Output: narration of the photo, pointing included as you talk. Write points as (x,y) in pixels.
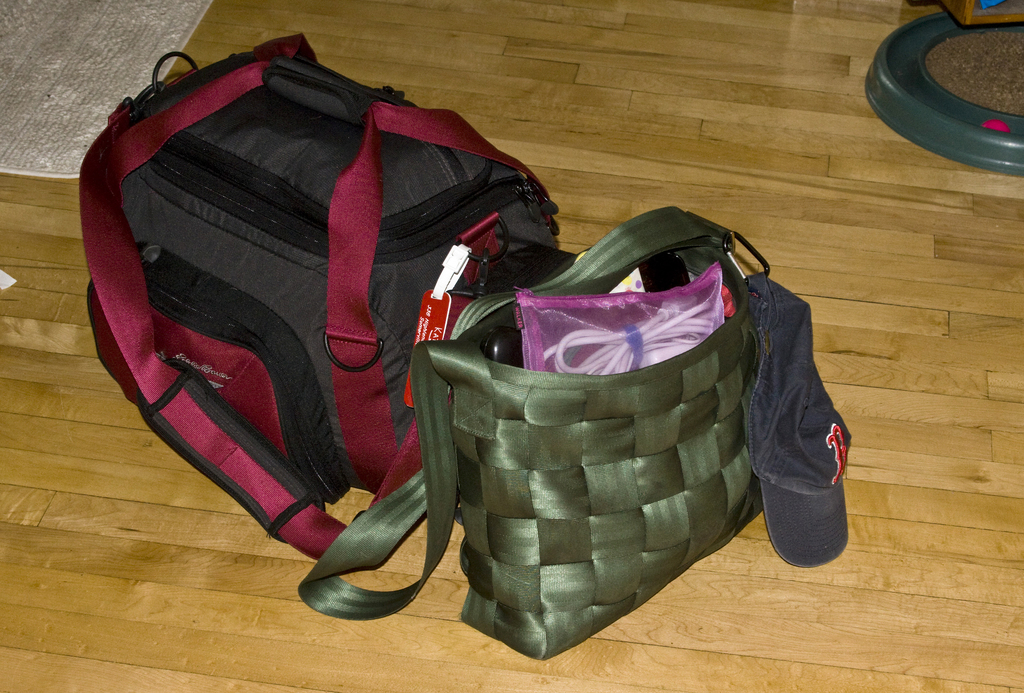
In this picture we can see two bags (242,155) on the floor (1015,206). There is a cap (814,404) on the bag (571,459). We can see a round object (946,108), wooden object (963,12) and a carpet (56,55) on the floor (14,667).
